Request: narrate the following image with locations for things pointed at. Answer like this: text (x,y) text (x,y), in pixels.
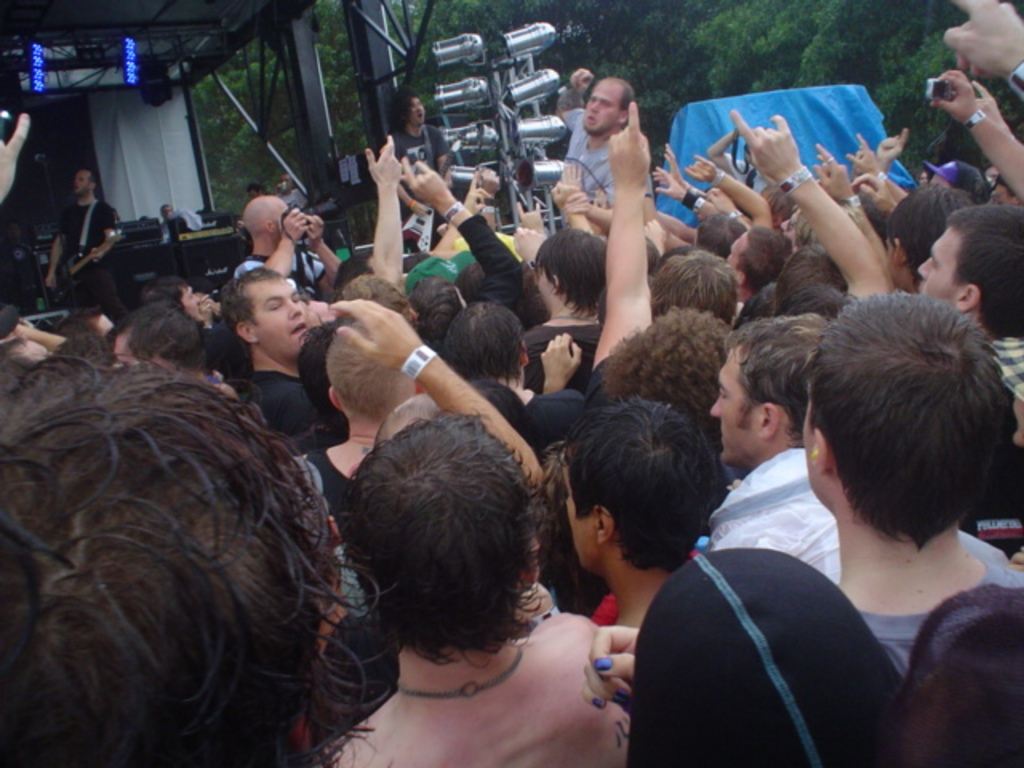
In this image, I can see a group of people (377,455) standing. At the top left side of the image (200,148), It is a shelter (271,95) with the iron rods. In the background (231,105), there are trees (892,52) and a blue tarpaulin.
